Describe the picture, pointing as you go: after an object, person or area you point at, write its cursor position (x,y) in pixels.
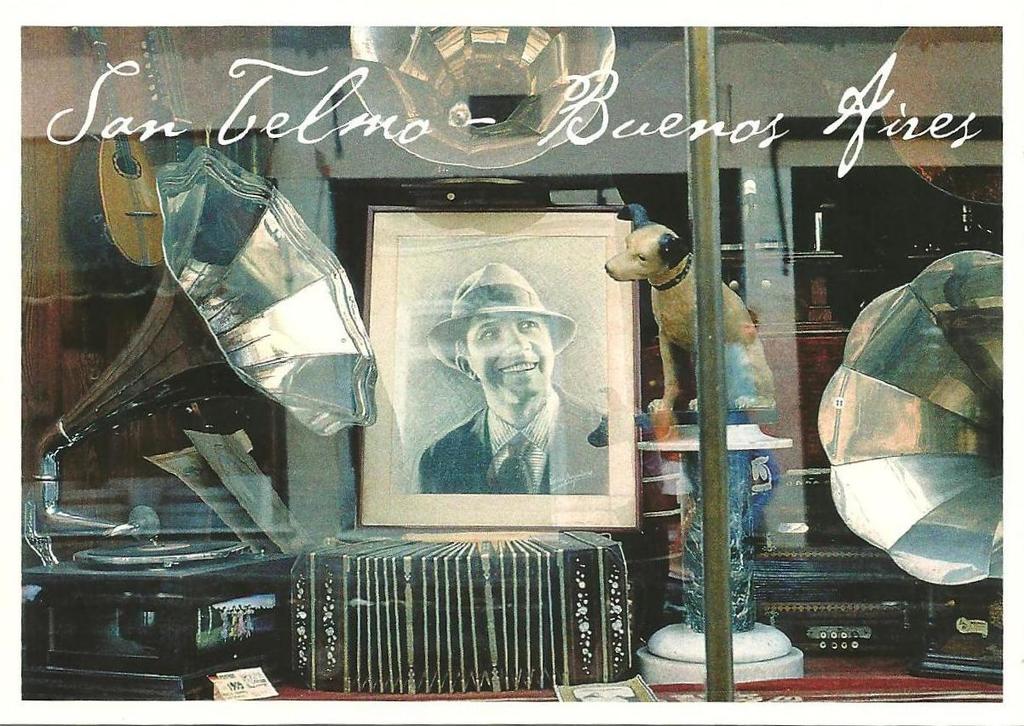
In this image we can see there is a photo frame (537,355) of the person (520,283) behind that there is a dog (665,249) sitting on the table (738,524) and watching at the photo frame (438,375) also there are so many musical instruments (964,343) around.
